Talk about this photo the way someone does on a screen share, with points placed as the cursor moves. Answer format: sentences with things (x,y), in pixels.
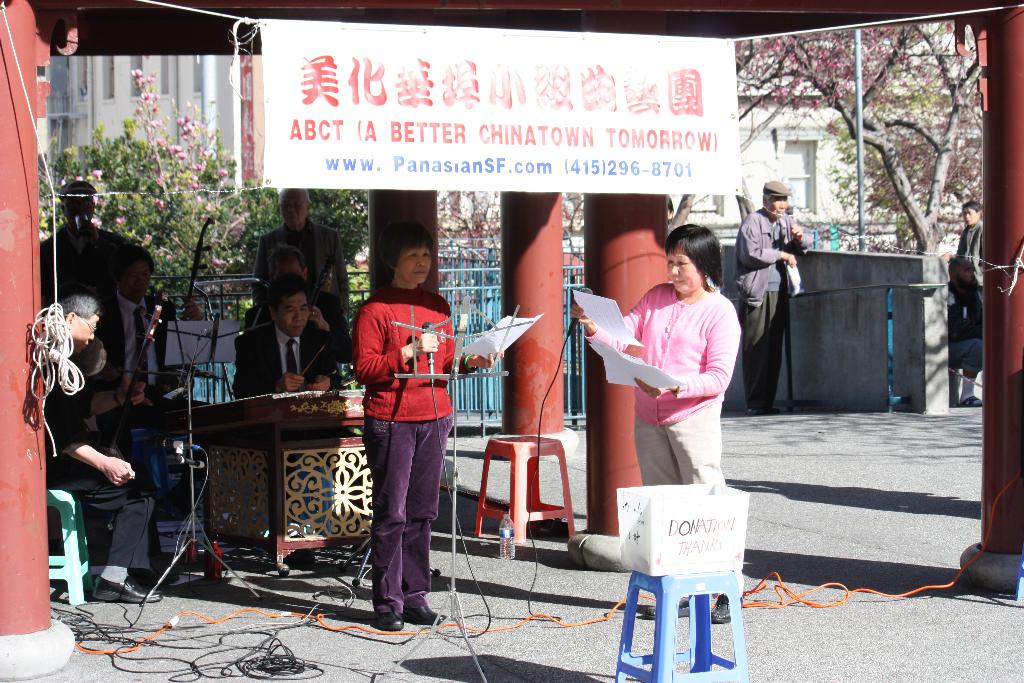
There is a lady (703,351) holding papers (625,343). Near to her another lady (413,379) holding mic (425,323) and paper (480,339). In the back (266,344) some people (108,382) are sitting and playing musical instruments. There are pillars (613,292). On the ground (171,662) there are wires (412,634). Also there are stools (634,606). On a stool (663,596) there is a box (696,520) with something written. There are book stands (453,517). Also there is a banner (413,112) with something written on that. In the back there are few people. Also there are trees (276,202), buildings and railings (816,233).
